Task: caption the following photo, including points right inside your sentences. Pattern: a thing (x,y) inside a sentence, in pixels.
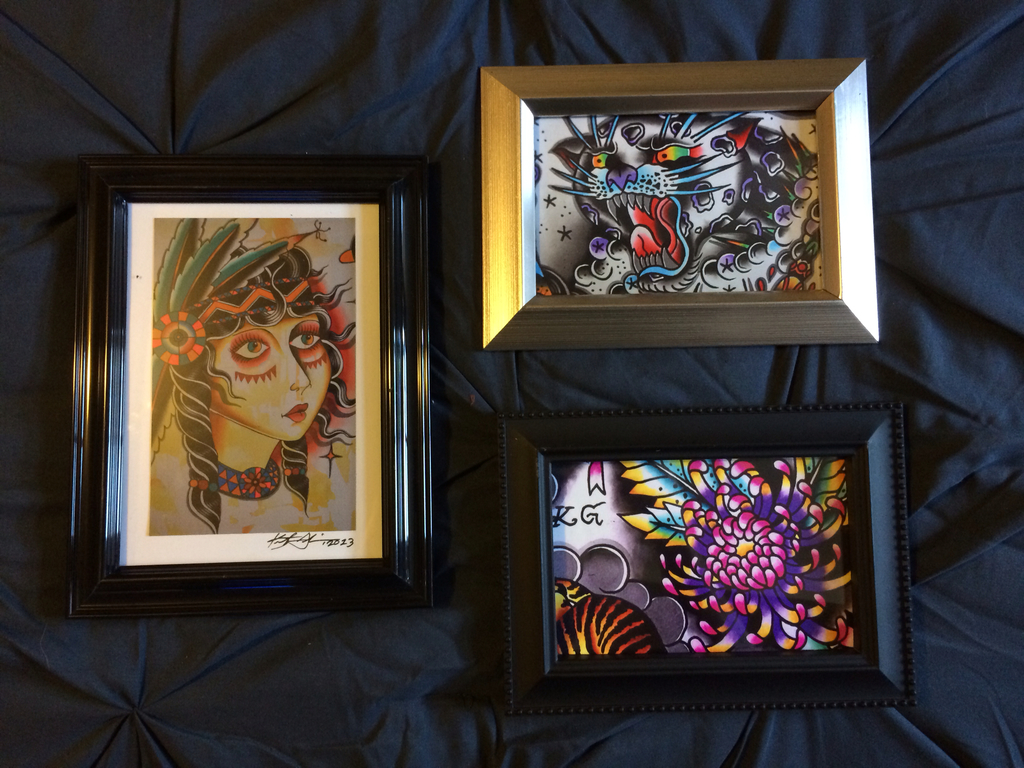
In this picture we can see there are three photo frames (328,353) on a cloth (141,73).
